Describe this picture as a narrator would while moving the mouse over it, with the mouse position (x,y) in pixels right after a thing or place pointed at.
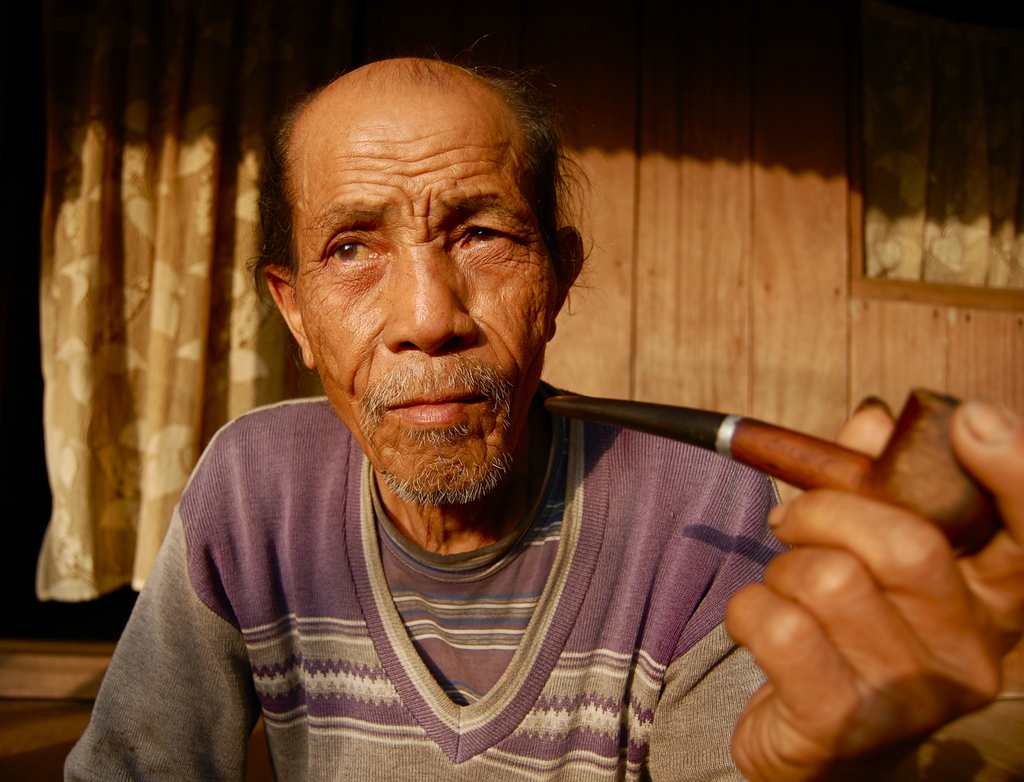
In the middle of the image (493,428), there is a person (368,633) holding a smoking pipe (918,488) with one hand (922,650). In the background (726,253), there is a curtain (102,443) and there is a wooden wall (804,297) which is having a window (877,200).
